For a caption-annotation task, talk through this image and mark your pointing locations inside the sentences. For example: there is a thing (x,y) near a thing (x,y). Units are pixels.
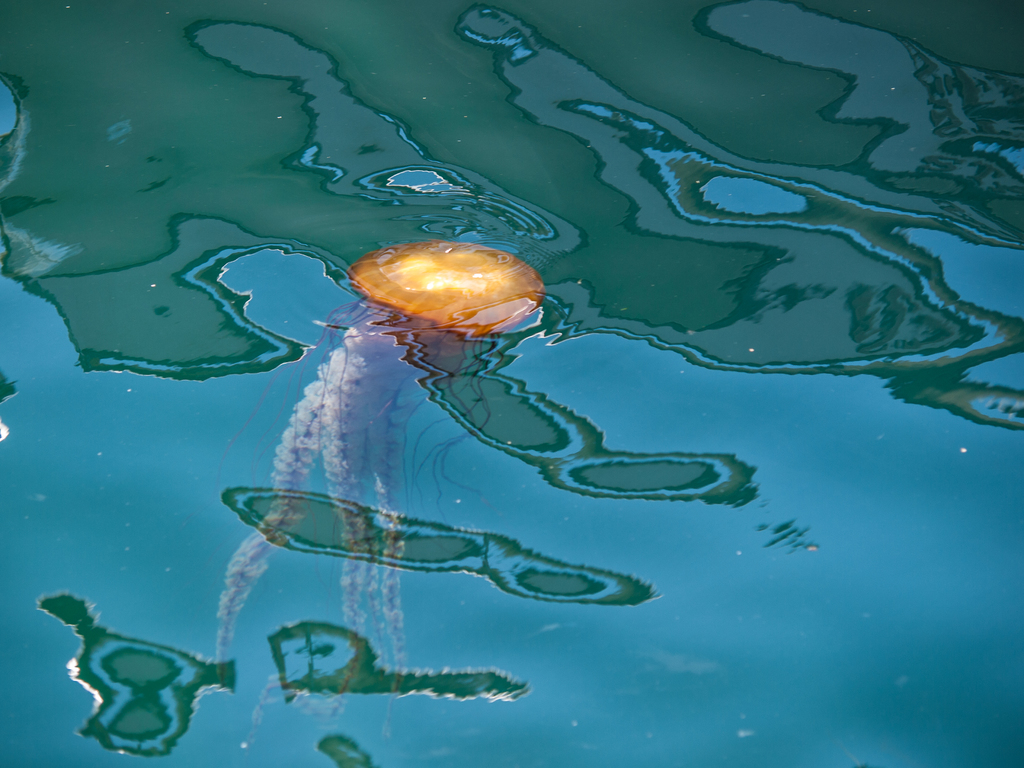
In this image we can see a jellyfish (441,278) in the water (185,302).
